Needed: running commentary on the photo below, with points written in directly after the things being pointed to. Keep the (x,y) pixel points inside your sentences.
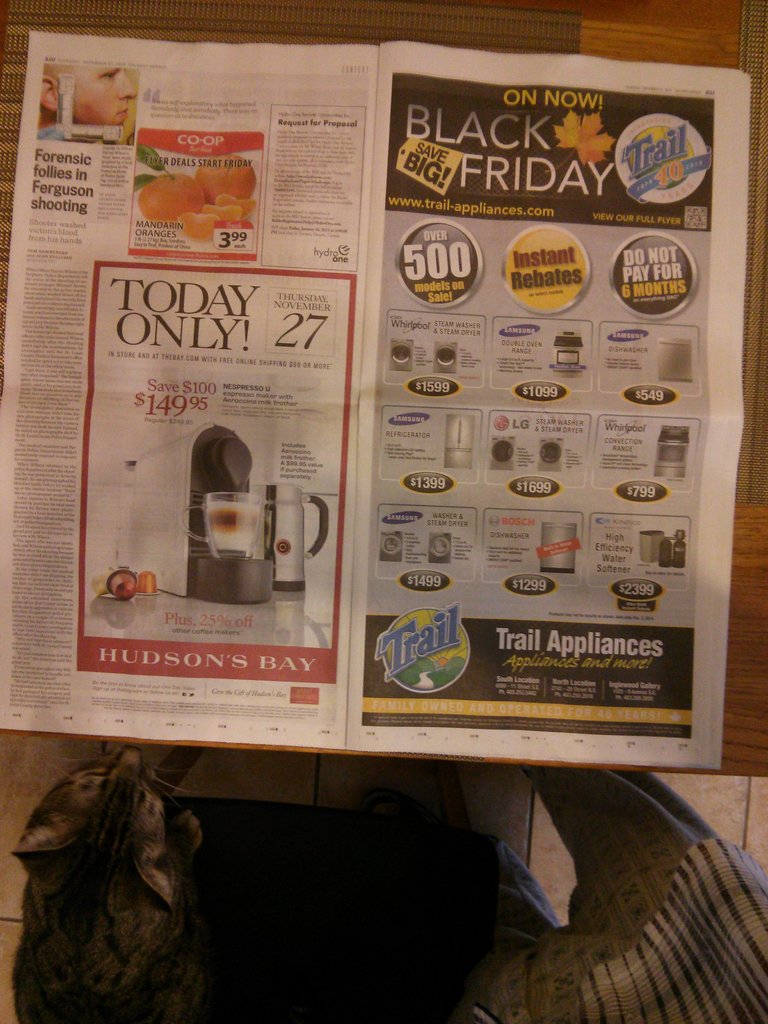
In this image I can see a newspaper (380,453) and something is written on it. The newspaper (397,320) is on the brown color table (682,44). We can see cat (148,933) and person (689,952).
